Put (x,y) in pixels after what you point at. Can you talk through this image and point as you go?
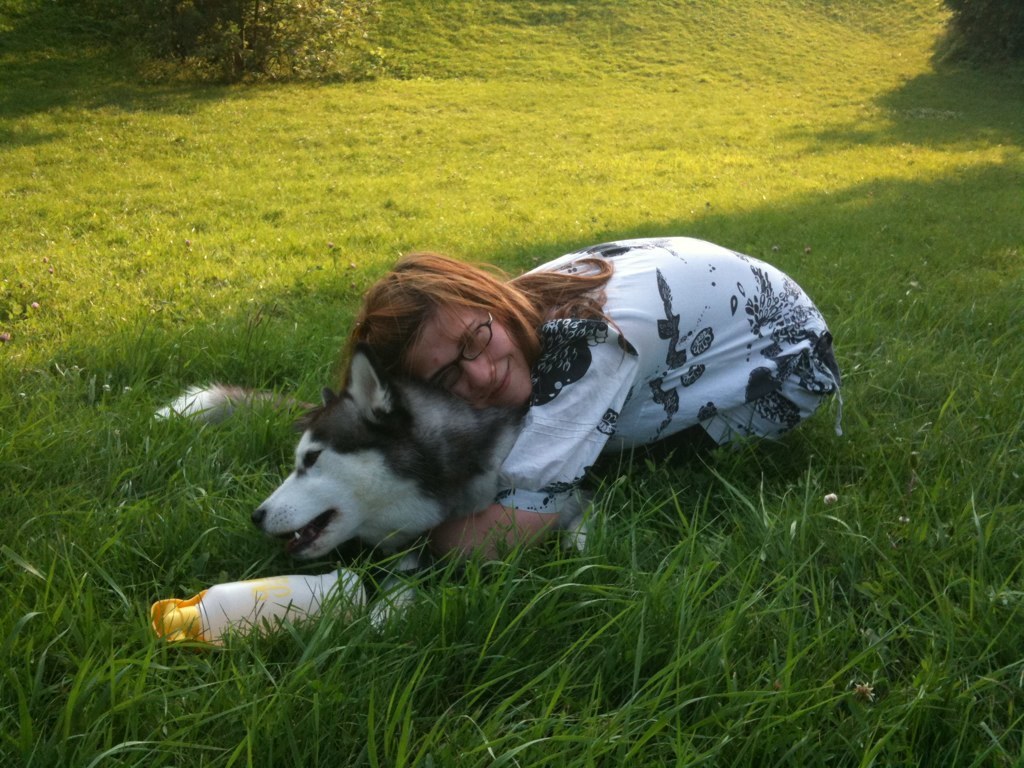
Grass (450,657) is in green color. On this grass (609,584) a woman (575,380) is holding a dog (449,452). In-front of this dog (373,487) there is a bottle (319,589).
